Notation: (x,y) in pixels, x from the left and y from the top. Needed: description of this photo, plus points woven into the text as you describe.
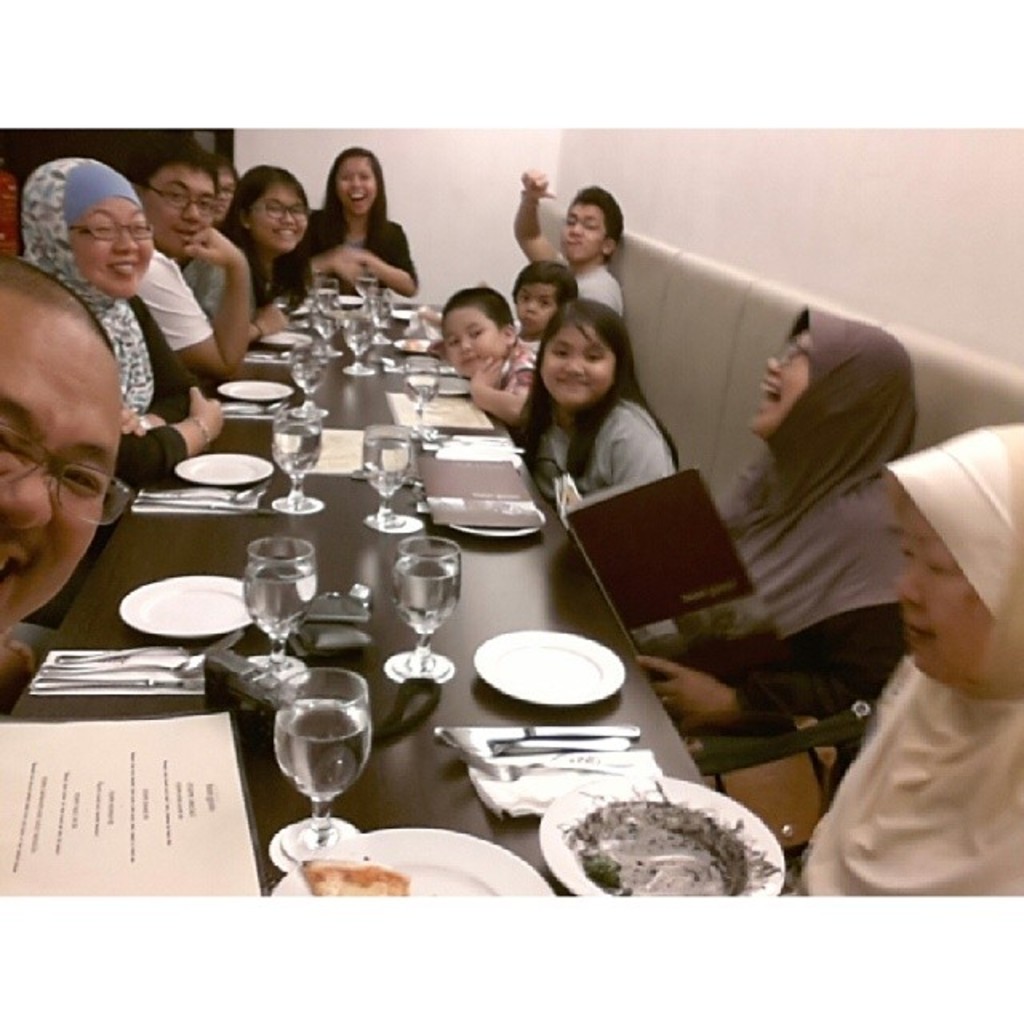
In this picture we can see some persons (15,313) are sitting on the chairs (702,396). This is table (473,600). On the table (407,333) there are plate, glasses (352,684), and spoons (114,664). On the background (900,198) there is a wall (931,194).
